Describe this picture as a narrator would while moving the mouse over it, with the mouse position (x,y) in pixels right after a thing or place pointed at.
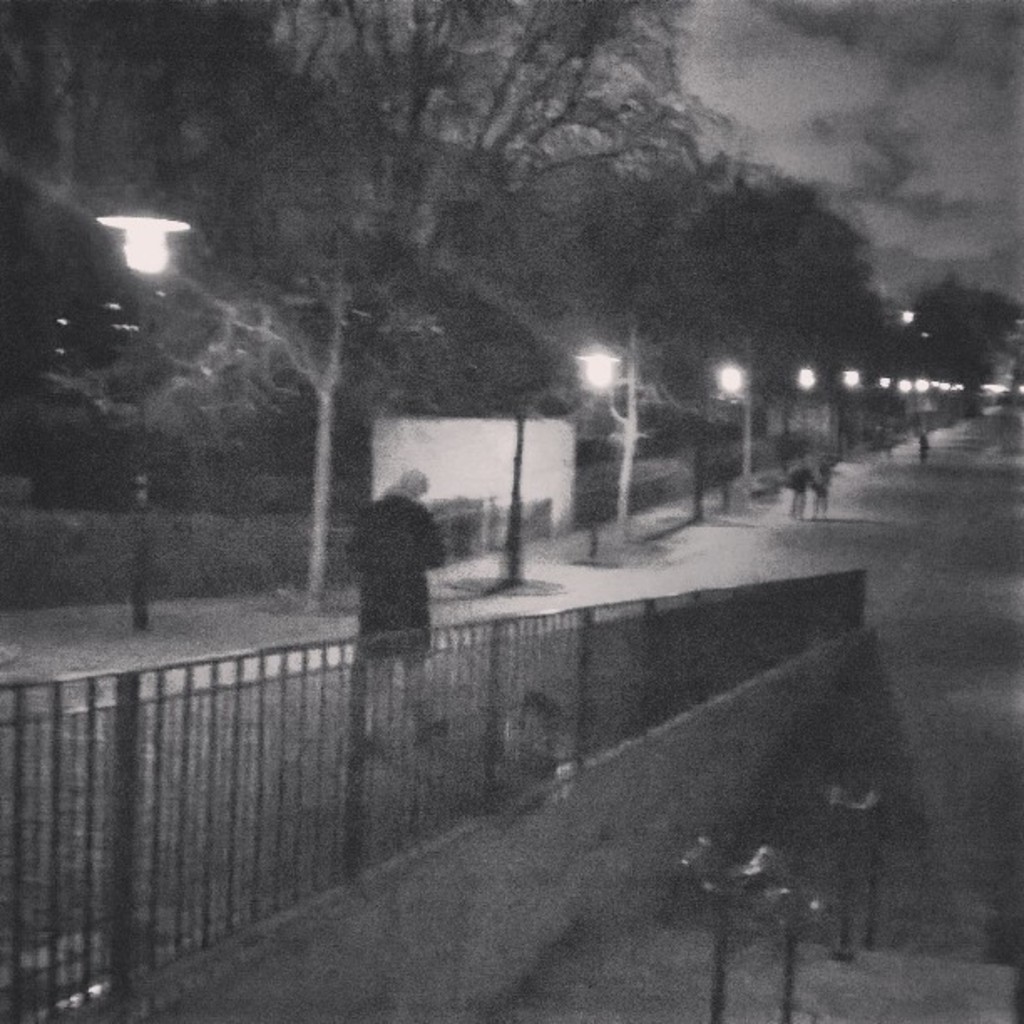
In this image in the center (512,668) there is a fence (541,709) and there is a person (403,593) walking. In the background (400,396) there are poles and there are lights (583,385) on the poles (803,400) and there are persons (824,490) and trees (761,298) and the sky (870,189) is cloudy and in the front (871,830) there are objects (795,876) which are black in colour.
